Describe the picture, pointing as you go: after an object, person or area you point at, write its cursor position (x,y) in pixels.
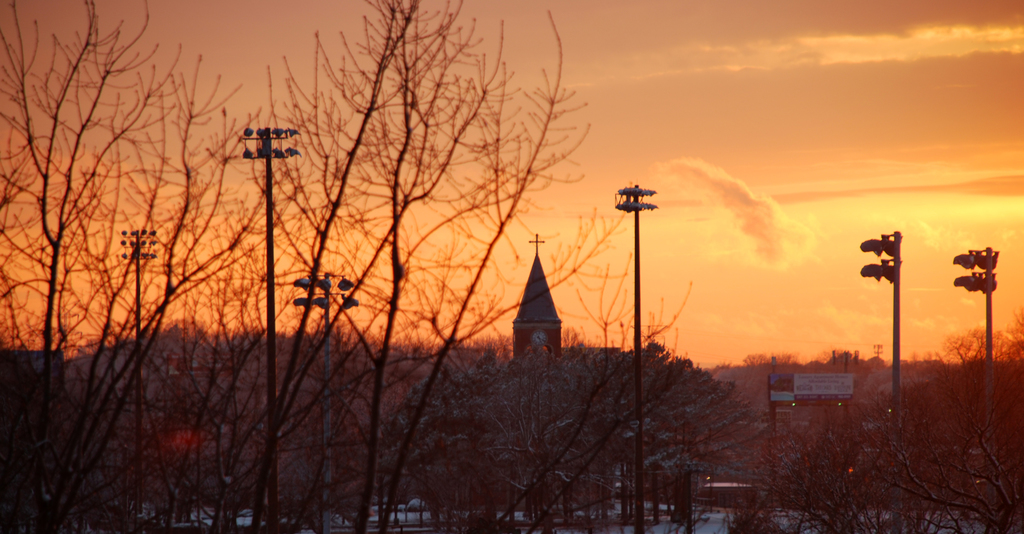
In this image there are trees (214,380), poles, buildings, boards (787,381) with some text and the sky (749,240).
